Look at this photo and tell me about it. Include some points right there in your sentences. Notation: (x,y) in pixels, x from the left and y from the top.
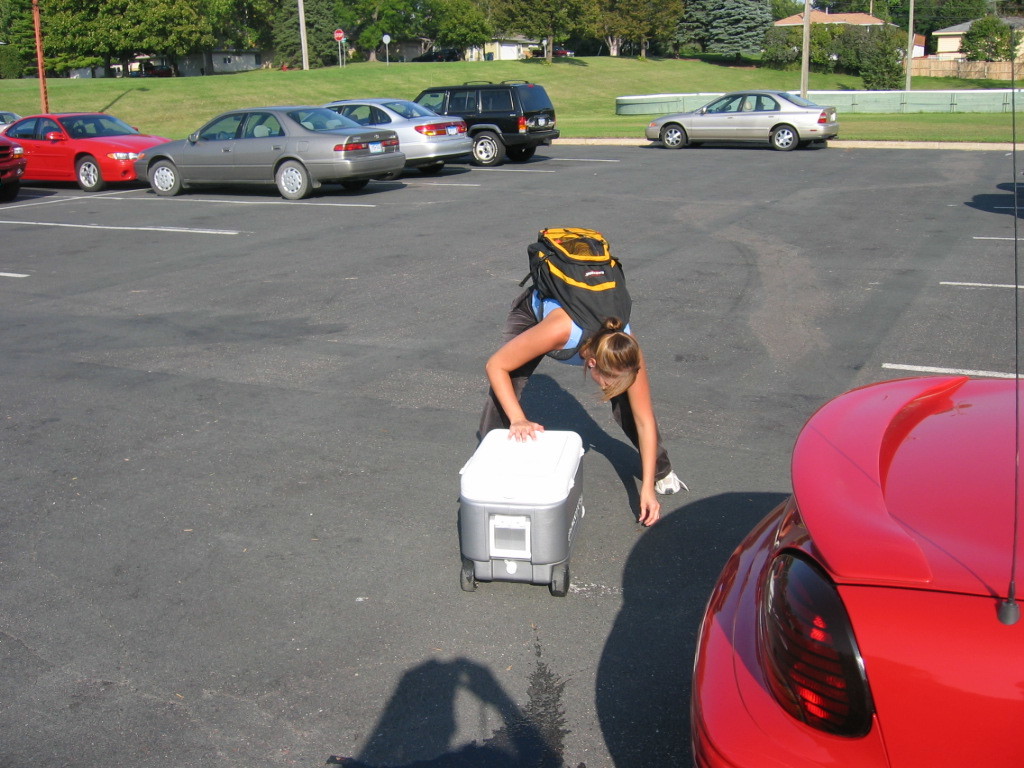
In this image I see the road (614,221) on which there are cars (821,718) and I see a woman (615,341) over here who is wearing a bag (540,233) and I see a white color container (530,475) over here. In the background (147,105) I see the green grass (445,84), poles (801,86), trees (247,41) and the buildings (514,42).
